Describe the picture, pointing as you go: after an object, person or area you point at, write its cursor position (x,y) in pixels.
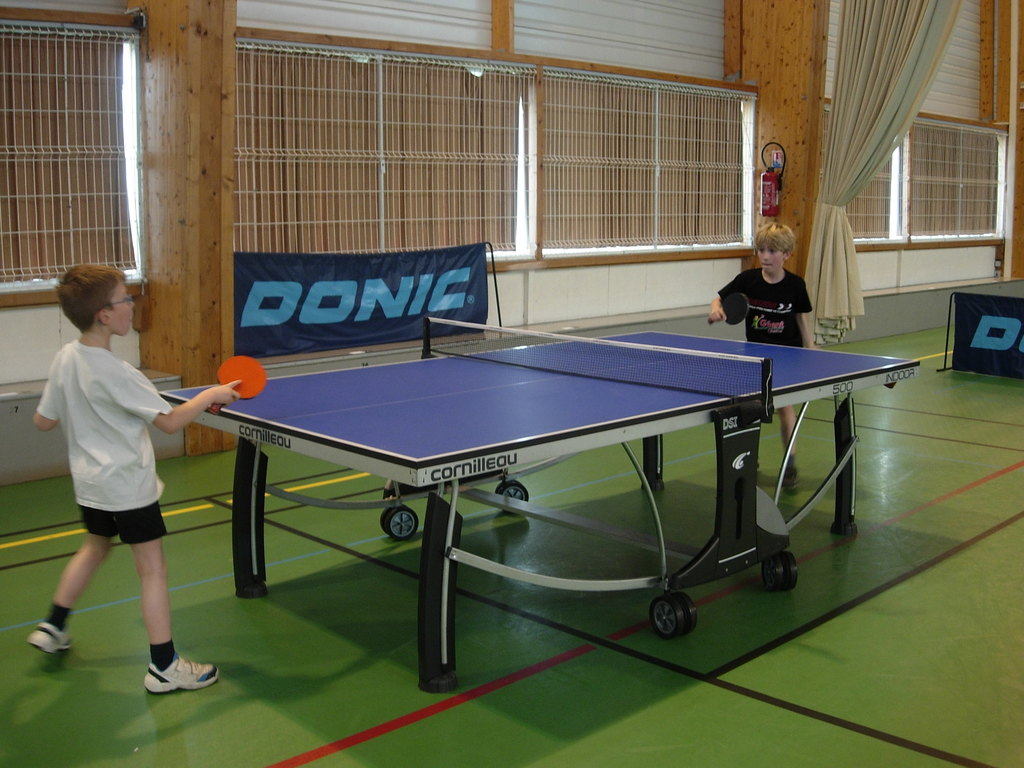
In this image I can see two people (124,425) with white and black color dresses (91,413). I can see these people (222,388) are holding the bats (243,385) and there is a table tennis board (404,449) in-front of these people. In the background (380,341) I can see the banners (397,334), window blind (577,197) and also the curtain (845,241).
